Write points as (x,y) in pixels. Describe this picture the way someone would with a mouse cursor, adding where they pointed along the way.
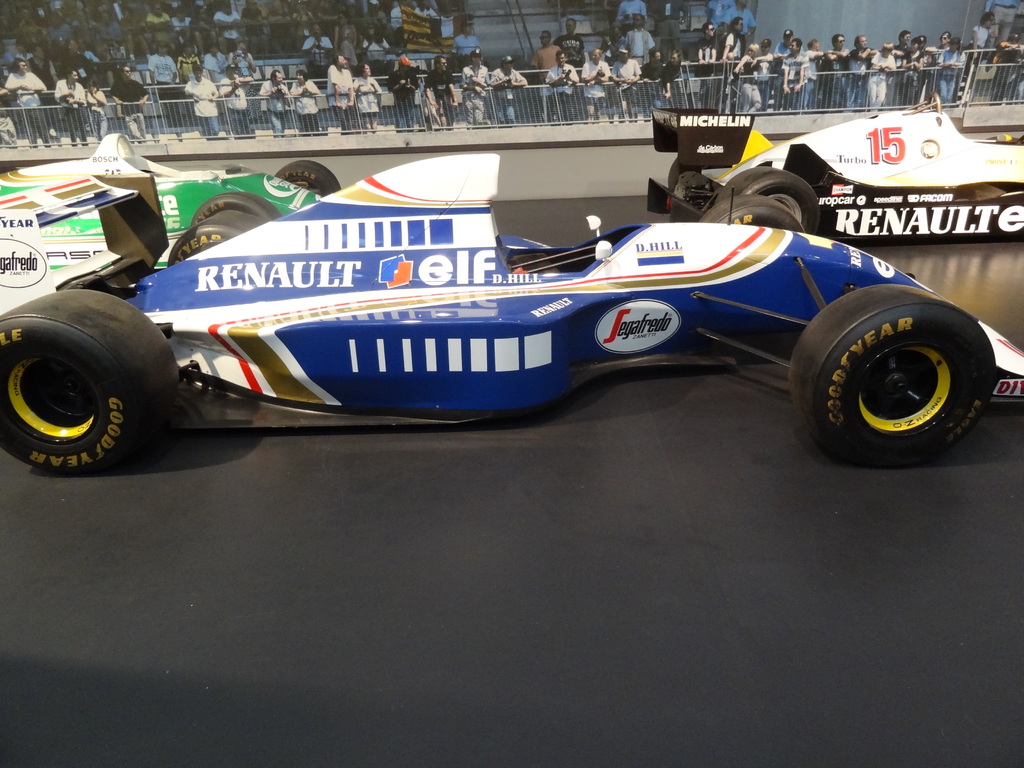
Here we can see vehicles (835,296). In the background (838,105) there is a fence (802,108) and crowd (402,60).
